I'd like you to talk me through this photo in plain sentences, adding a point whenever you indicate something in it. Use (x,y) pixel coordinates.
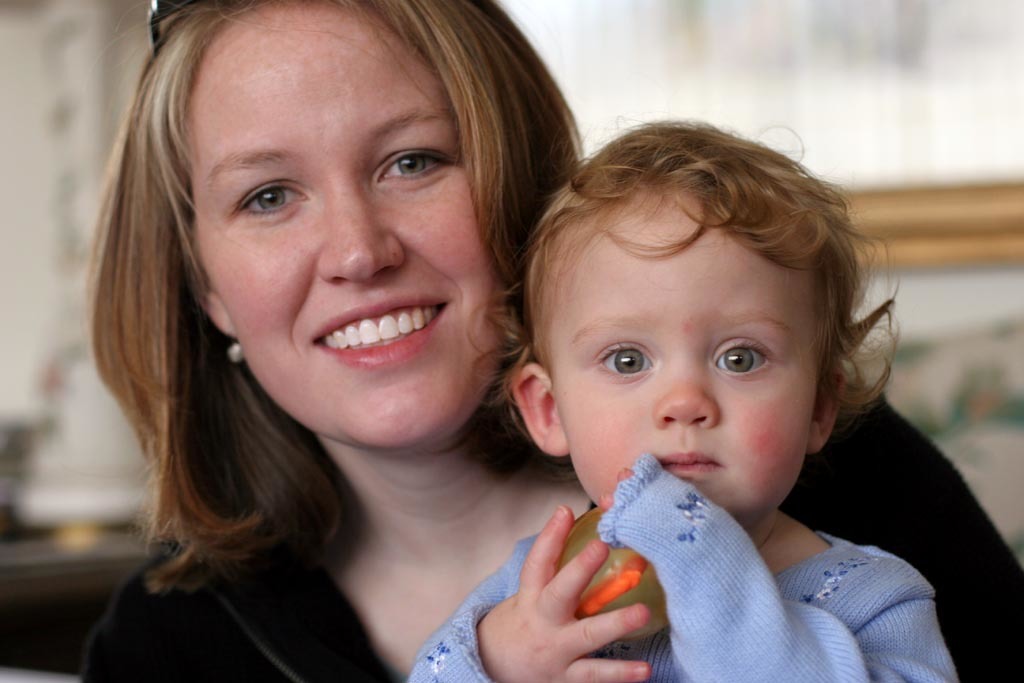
In this picture we can see a woman (359,370), she is smiling, and she is holding a baby (720,507).
